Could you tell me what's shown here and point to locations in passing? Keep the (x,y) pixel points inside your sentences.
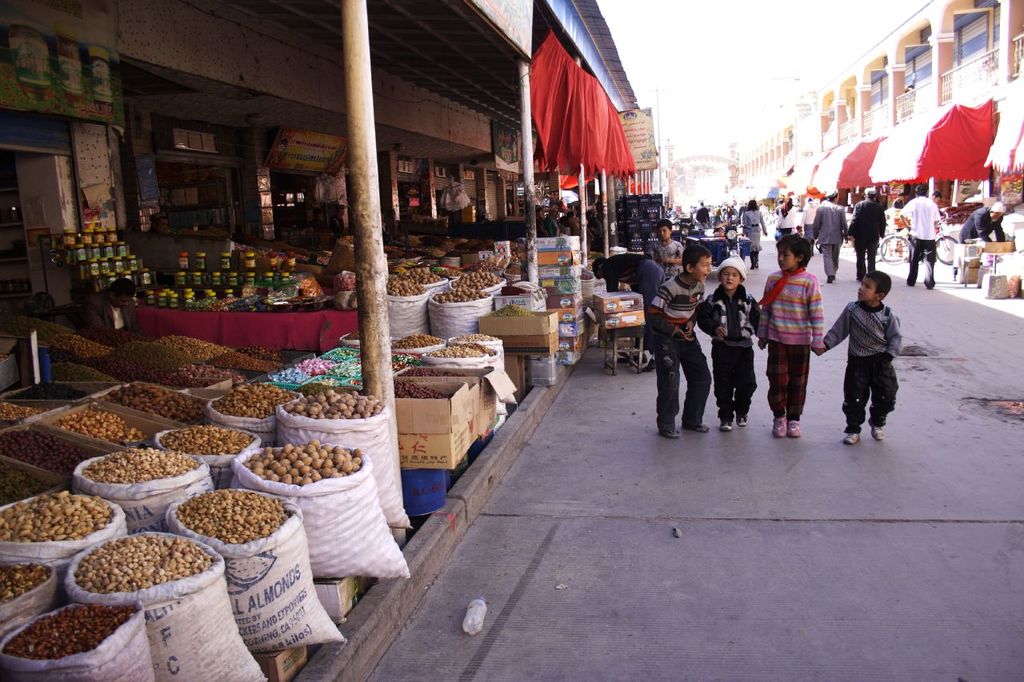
In this image we can see some group of persons (765,341) standing and some are walking through the walkway (750,570) and there are some products (70,450) on left side of the image (232,404) like almonds (204,530), peanuts (113,552), some liquids (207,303) in bottles (248,282) and in the background of the image (510,194) we can see some houses (518,182).
